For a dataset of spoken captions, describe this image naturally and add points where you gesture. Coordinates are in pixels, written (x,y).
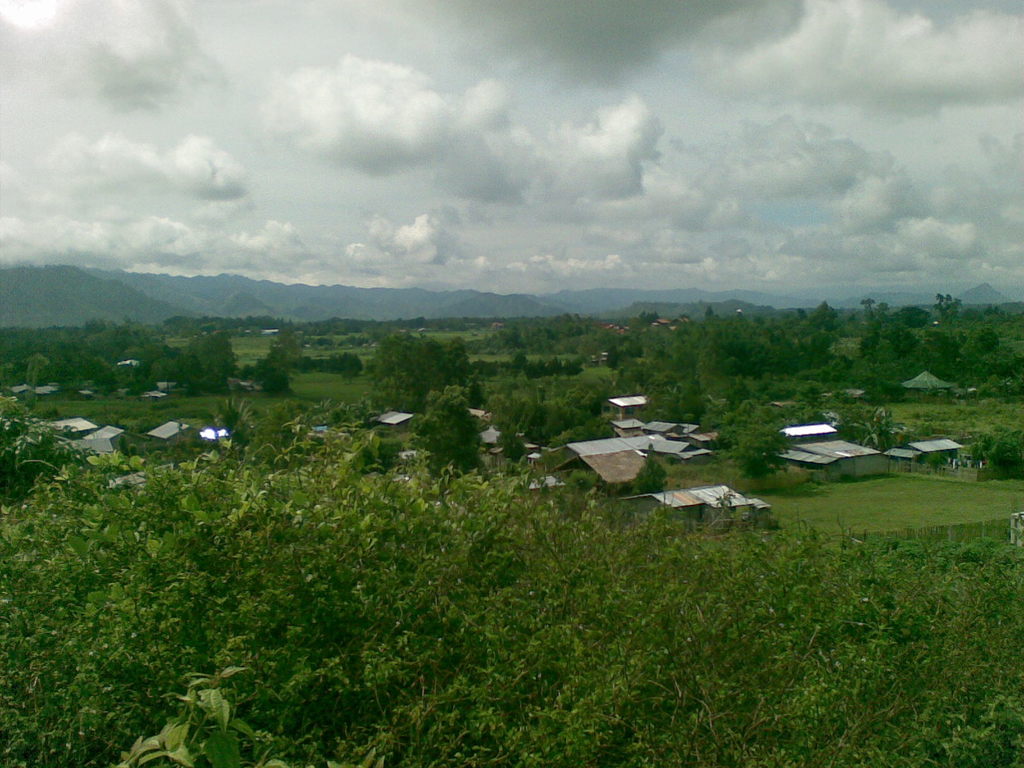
In this image we can see the trees (445,456), houses (589,463), grass (741,477) and mountains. At the top (529,117) we can see the sky (520,125).
